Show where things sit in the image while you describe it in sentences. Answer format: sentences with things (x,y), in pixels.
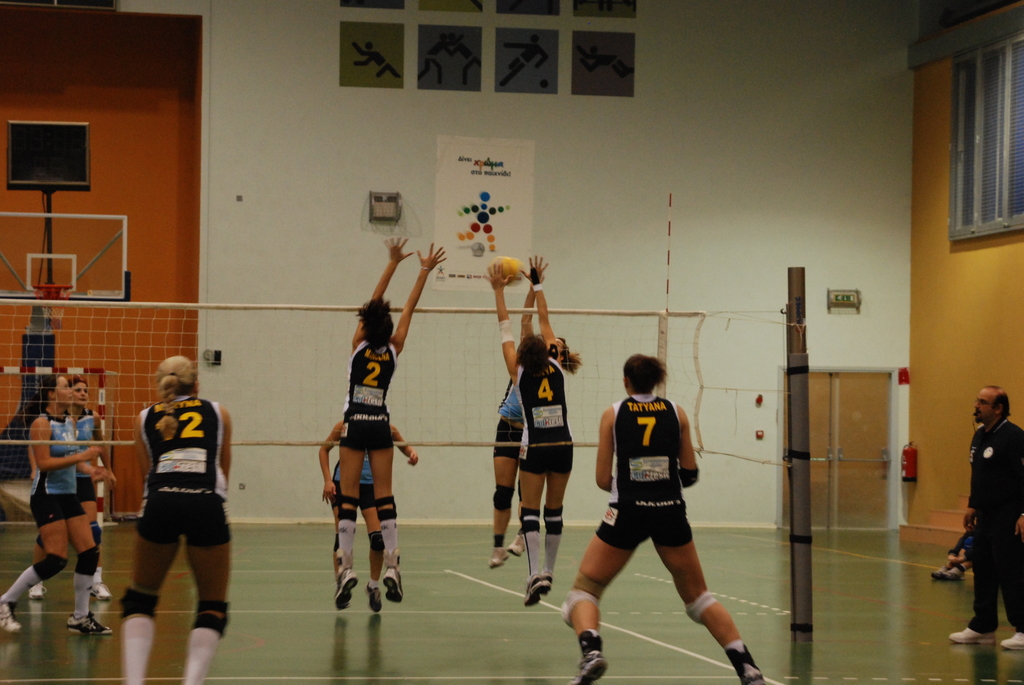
The picture consists of a volleyball court (668,575), in this picture we can see players (501,489) playing volleyball. In the background (459,159) we can see frames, wall (637,175), windows (992,160), door (844,410) and basketball net (54,293).
